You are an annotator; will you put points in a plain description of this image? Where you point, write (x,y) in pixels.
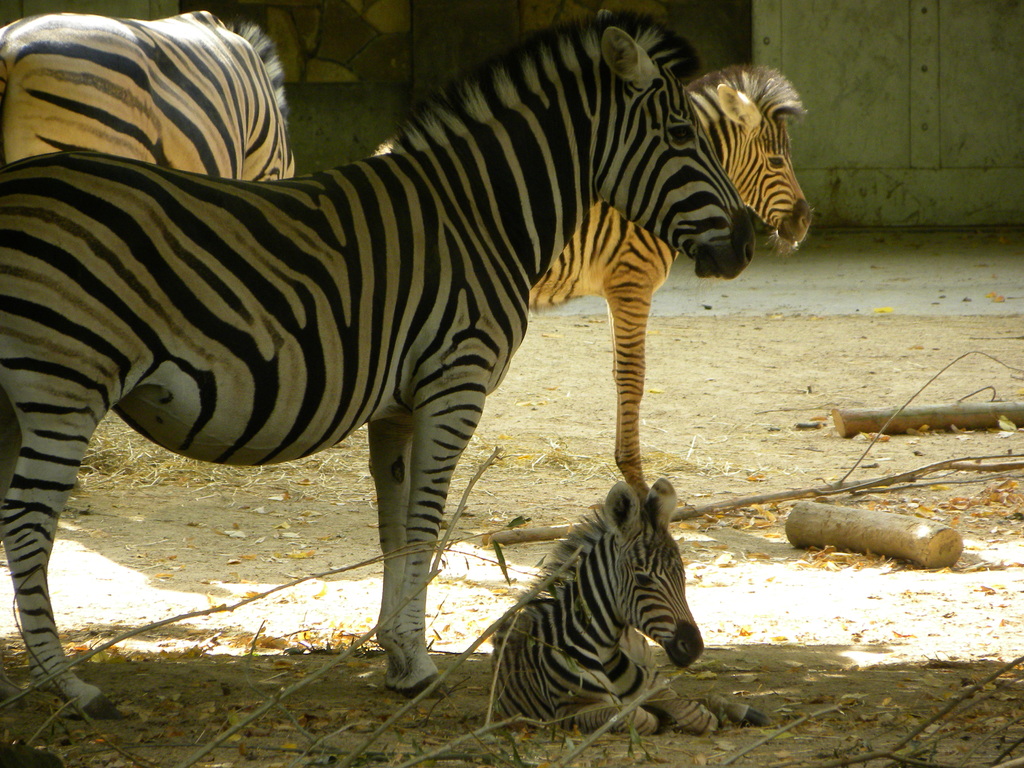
In this image I can see zebras (507,707). There are branches (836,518) of a tree (858,424) on the ground (842,441). In the background (807,55) it looks like a wall (909,44).
